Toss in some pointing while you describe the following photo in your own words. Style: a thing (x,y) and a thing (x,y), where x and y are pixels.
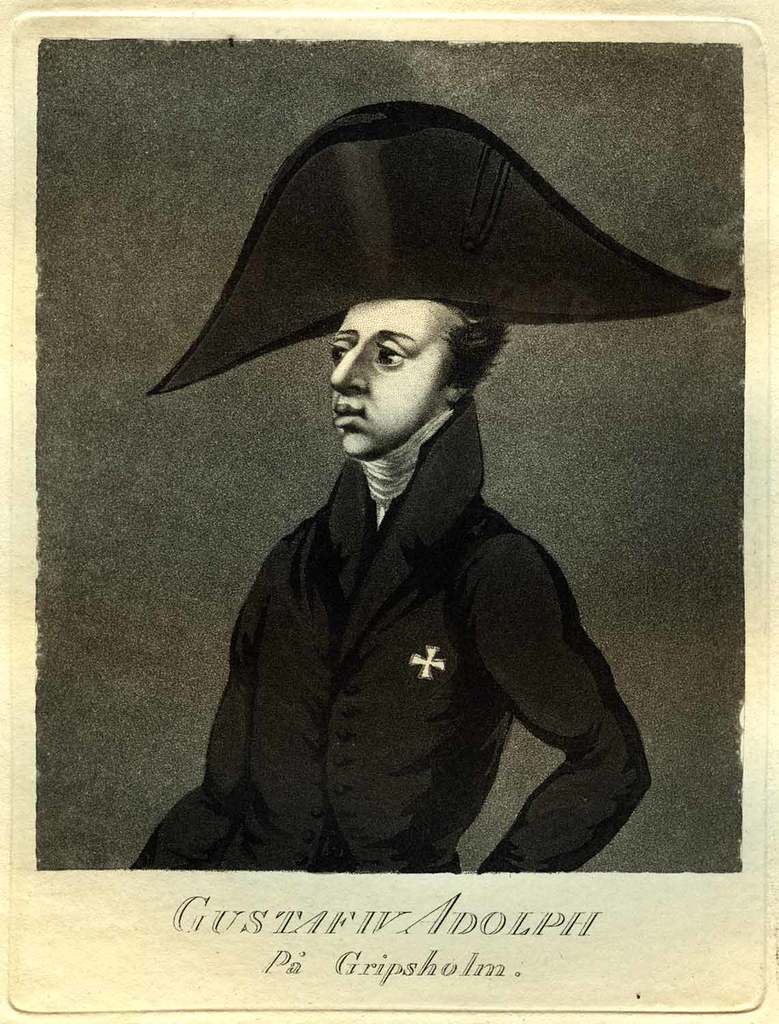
In this image we can see a photograph (484,517) of a person (457,635). At the bottom (342,921) there is text (409,980).
